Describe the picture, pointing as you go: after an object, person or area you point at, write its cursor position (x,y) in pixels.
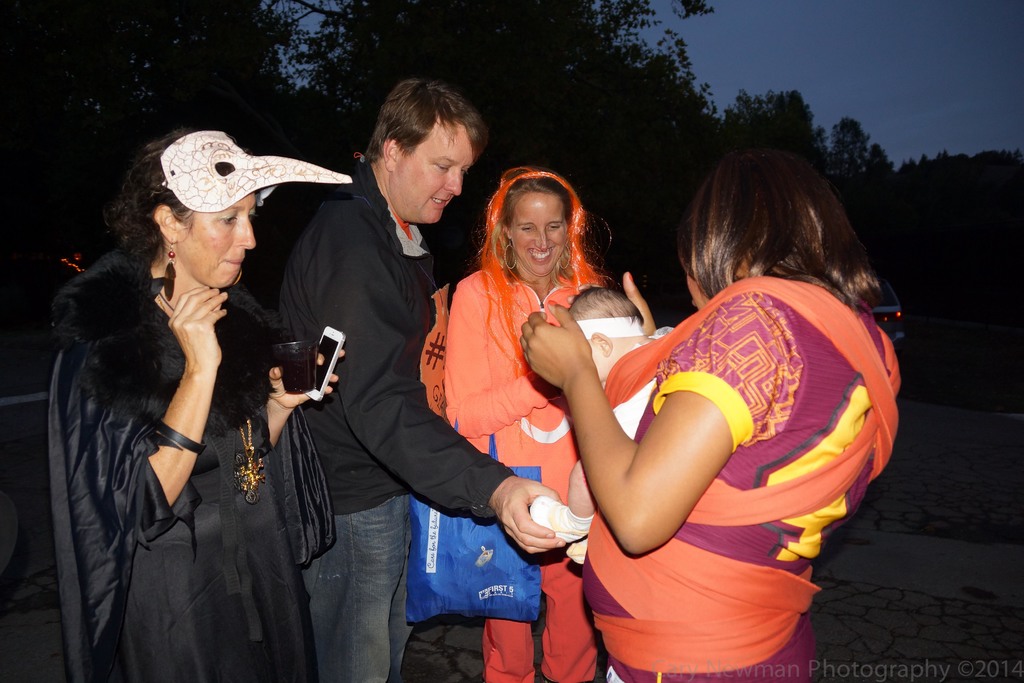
In this image I can see a man (346,573) and three women (69,344) are standing. I can see three of them are wearing jackets (268,347) and here I can see one of them is holding a black colour thing (292,359) and a phone (326,347). I can also see a blue colour bag (538,476), a child (582,299) and in background (348,172) I can see number of trees (590,147) and the sky (856,106).
